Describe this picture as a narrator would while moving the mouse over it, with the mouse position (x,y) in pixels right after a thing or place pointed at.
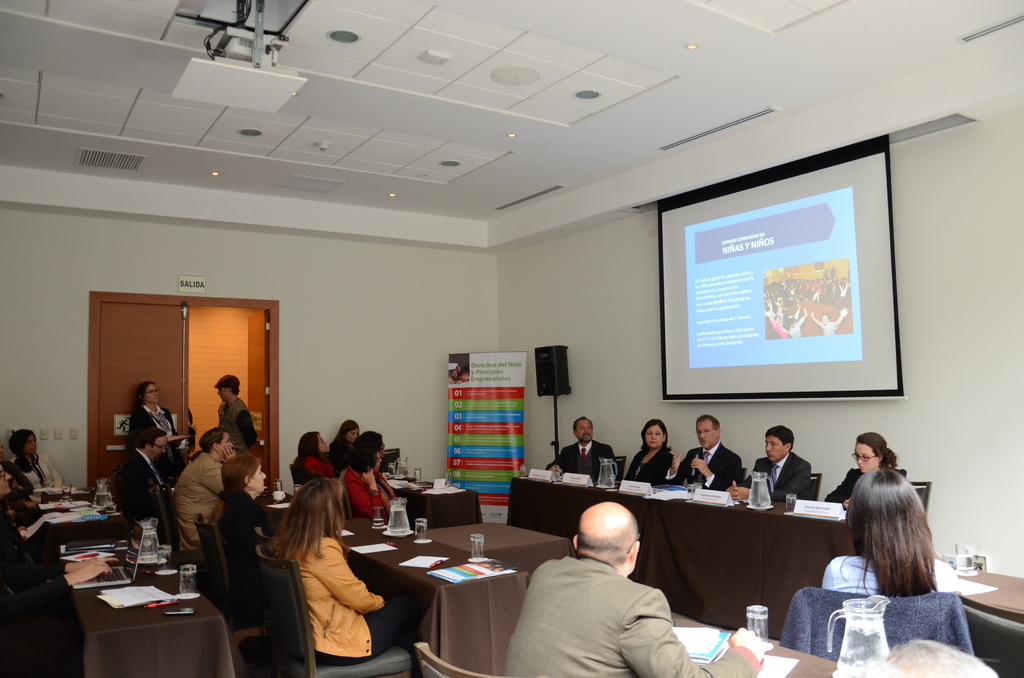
In the picture we can see a meeting hall (183,269) with some people (741,657) are sitting near the desks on it we can see glasses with water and pamphlets (720,637) and in front of them we can see a desk (702,529) with five people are sitting near it and on the desk (702,579) we can see name boards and two jars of water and behind them we can see a wall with screen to it and on it we can see some information is focused and in the background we can see the exit door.
